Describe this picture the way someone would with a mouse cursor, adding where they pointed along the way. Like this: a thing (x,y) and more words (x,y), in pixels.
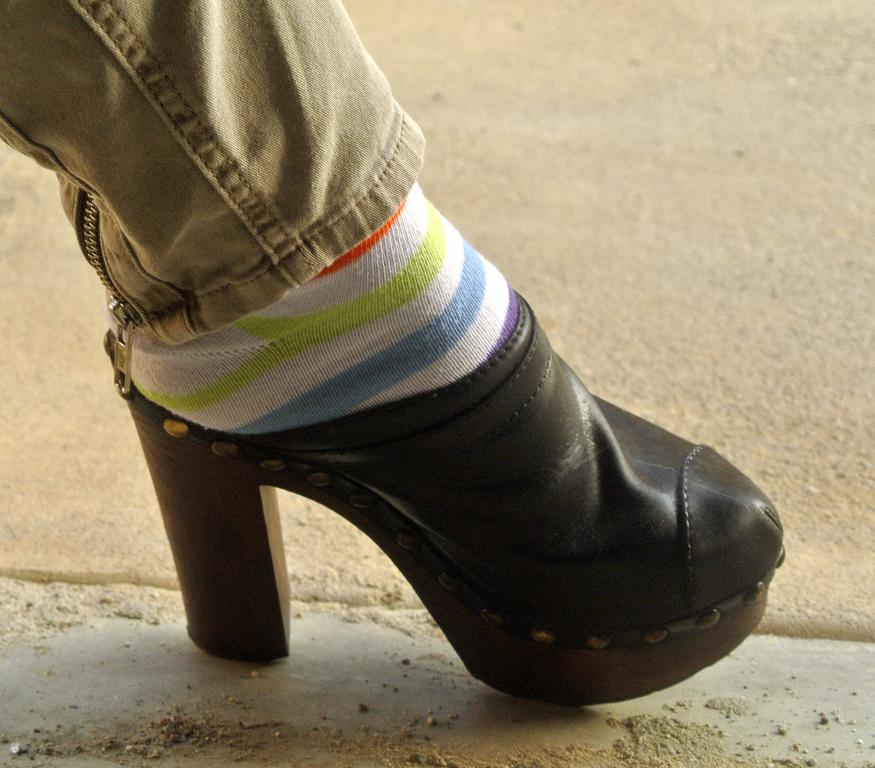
In this image we can see a person leg (261,161) with a shoe (489,516) and sock (349,356). In the back (674,146) there is a surface (73,364).
